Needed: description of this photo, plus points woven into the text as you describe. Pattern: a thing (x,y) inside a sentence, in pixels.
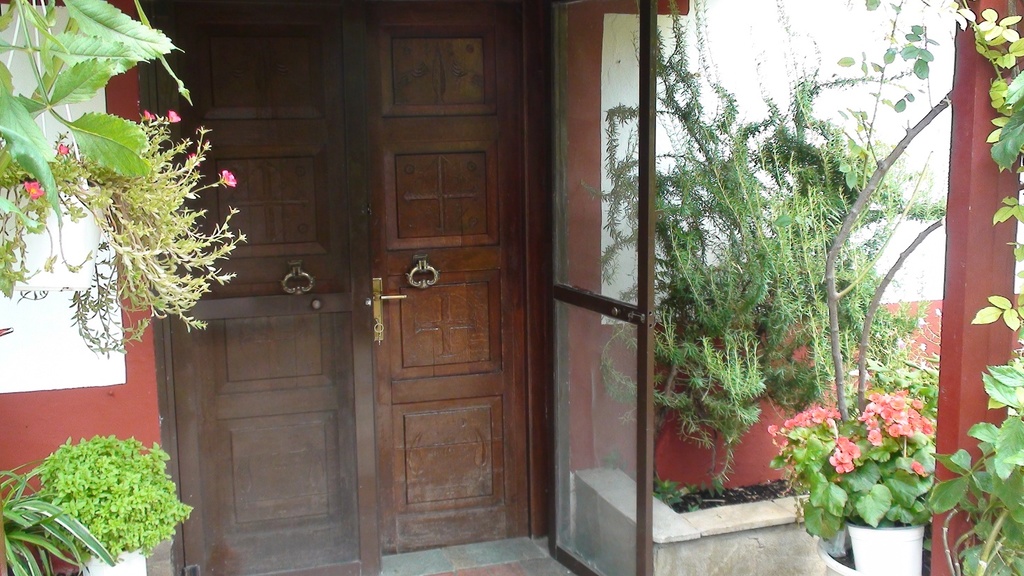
In this image we can see door (347,142), plants (905,372), flowers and wall (752,113).
